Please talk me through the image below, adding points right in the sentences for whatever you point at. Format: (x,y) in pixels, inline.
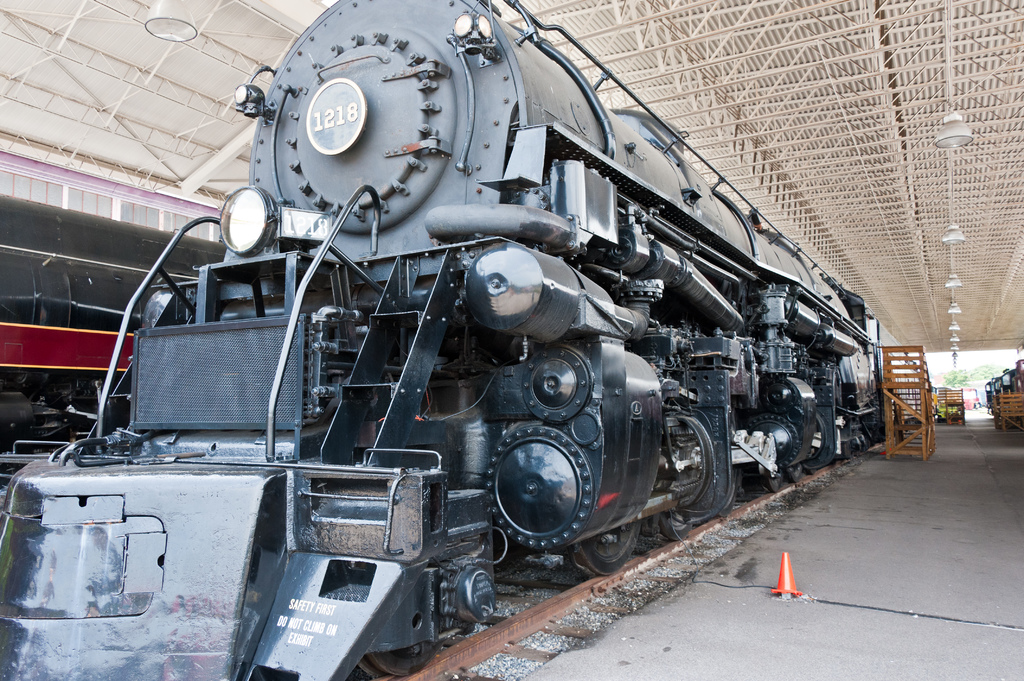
In the center of the image (476,311) we can see a train (440,270). At the bottom of the image (929,616) there is a divider cone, ground (916,560) are present. At the top of the image (900,120) roof (926,139) and lights (940,140) are there. In the middle of the image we can see some objects (949,394) are present.
